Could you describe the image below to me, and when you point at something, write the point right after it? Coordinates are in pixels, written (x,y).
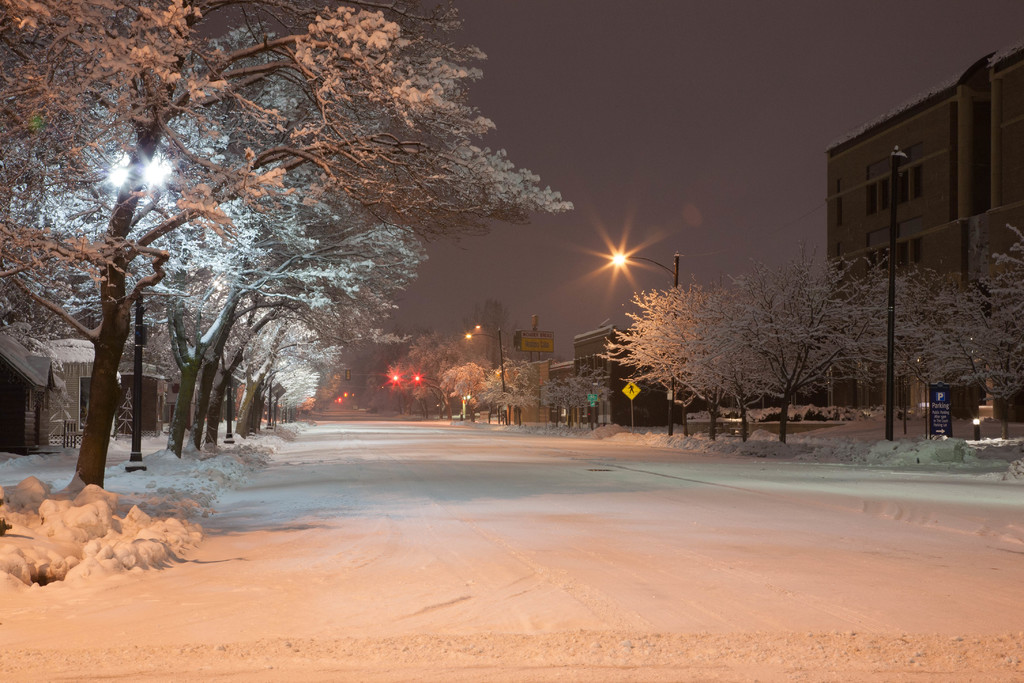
In this image there is the sky (713,98) towards the top of the image (620,44), there is a building (954,161) towards the right of the image (979,161), there are buildings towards the left of the image (72,406), there are trees (661,353) towards the right of the image (845,345), there are trees (194,213) towards the left of the image (140,196), there are poles (501,379), there are streetlights (624,253), there are boards (940,416), there is text (941,401) on the board (949,399), there is road (448,624) towards the bottom of the image (420,605), there is snow (428,510) on the road (426,454).
